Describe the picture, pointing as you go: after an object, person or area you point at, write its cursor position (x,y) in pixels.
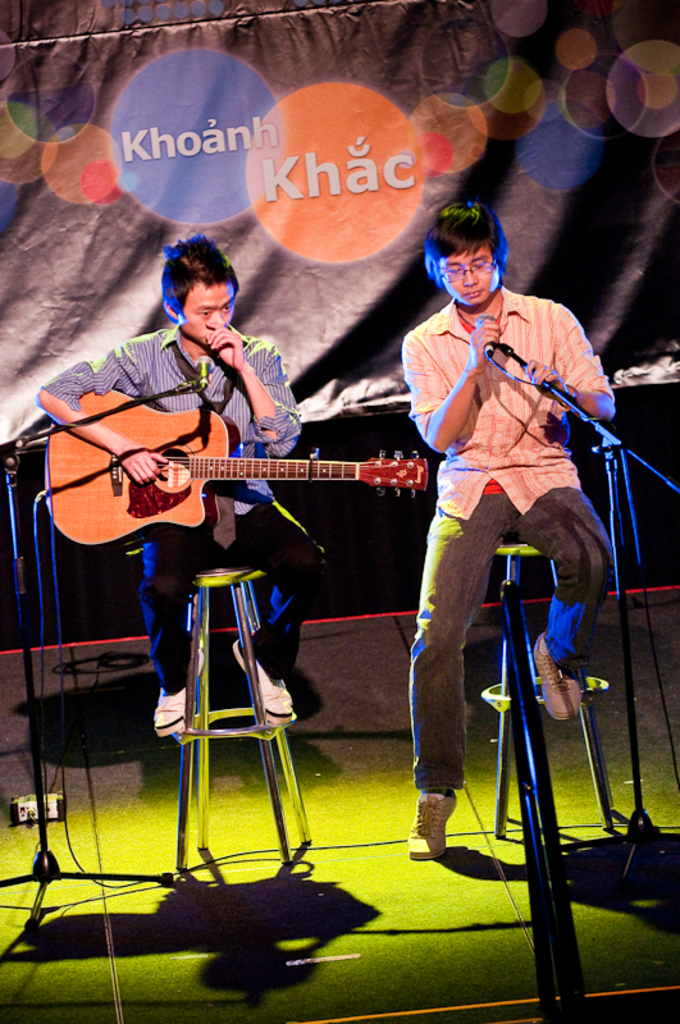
This image is clicked in a concert. There are two men (174,729) sitting on the stools (227,714) and performing music. To the right (544,341), there is man (545,431) sitting and wearing orange shirt (505,382) is singing. To the left (181,485), the man (236,506) is playing guitar (199,465). In the background (250,156), there is a banner (322,222). At the bottom (353,944), there is a floor (399,941).
